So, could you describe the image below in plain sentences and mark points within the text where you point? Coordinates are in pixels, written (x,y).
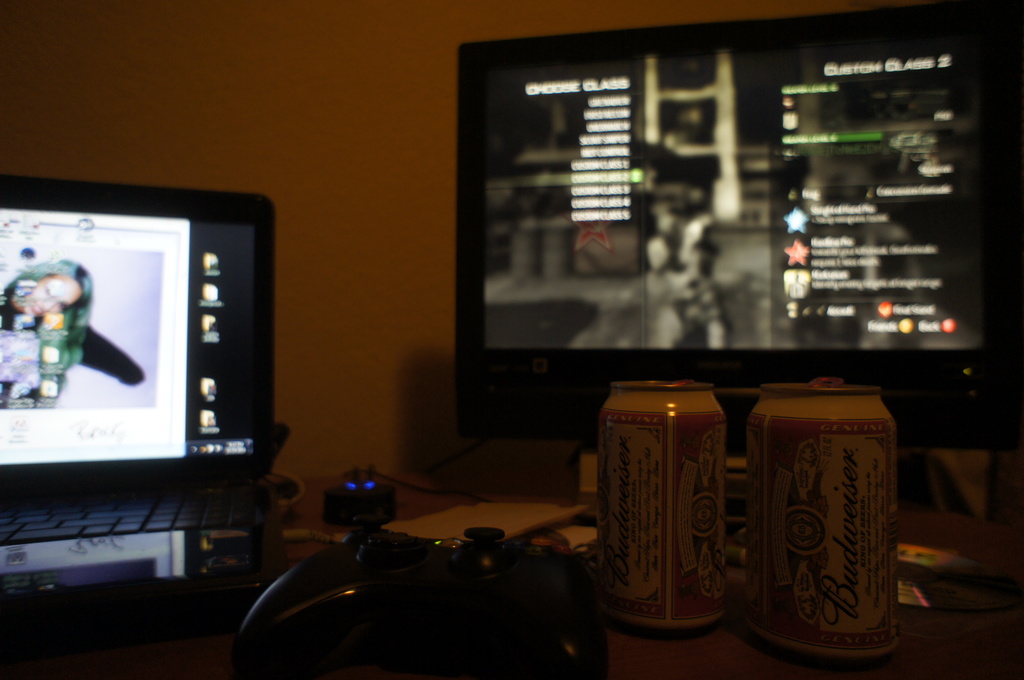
This picture is clicked inside the room (534,621). In the foreground (597,602) we can see the cans (676,488) and a monitor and some other objects (340,522) are placed on the top of the table (298,547). On the left corner (65,354) we can see a laptop (136,473). In the background (353,200) we can see the wall (344,160) and we can see the text (588,186) and pictures (89,306) on the display (638,206) of the electronic devices (621,200).
